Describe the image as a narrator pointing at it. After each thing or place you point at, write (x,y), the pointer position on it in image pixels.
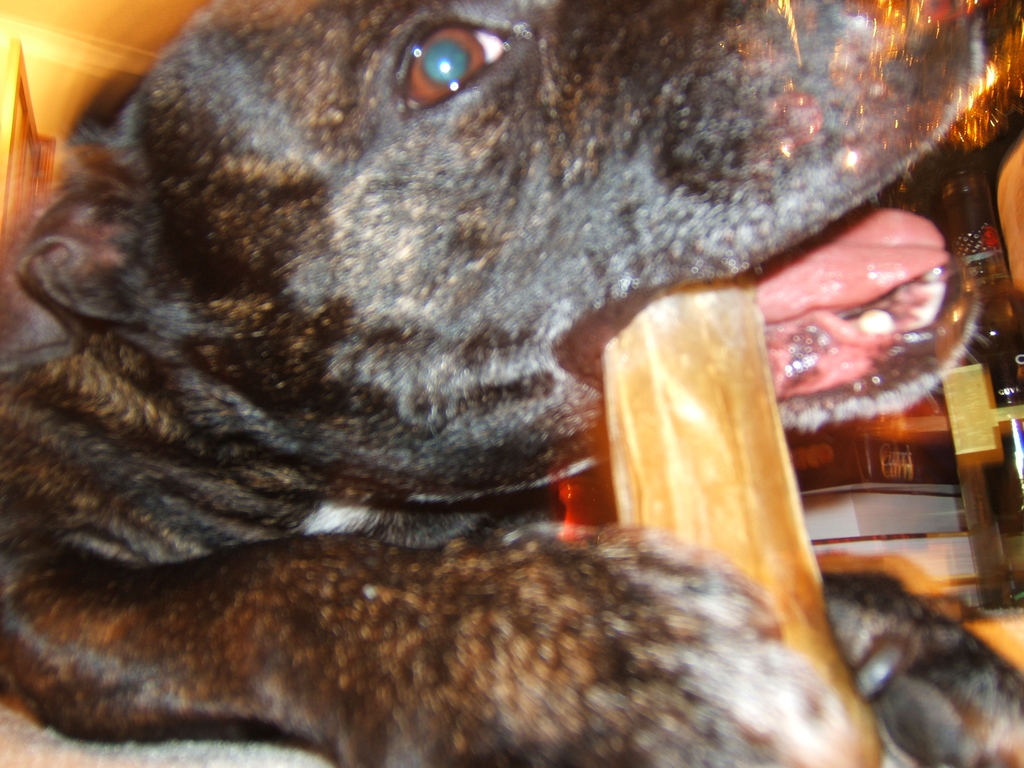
In this picture I can see a dog (83,266) holding an object (644,515) with mouth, right side of the image (880,503) we can see bottles (1013,320), books (836,522).
